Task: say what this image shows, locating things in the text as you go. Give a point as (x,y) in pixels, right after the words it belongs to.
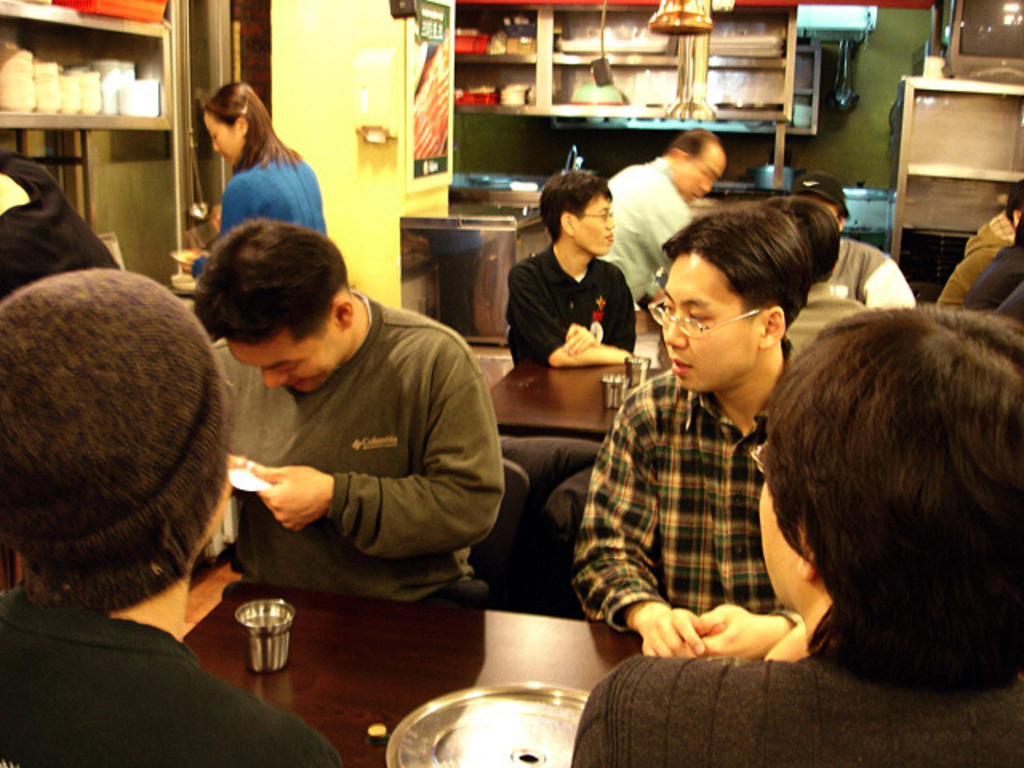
People (1007,699) are seated in a room (112,670). There are tables (334,671) on which there is a steel plate (460,701) and glasses (625,381). 2 people (234,214) are standing at the left (234,214) wearing black and blue t shirts (259,212). There are shelves (43,5) in which there are objects (131,108). There is a television (969,59) at the right top (972,63).
